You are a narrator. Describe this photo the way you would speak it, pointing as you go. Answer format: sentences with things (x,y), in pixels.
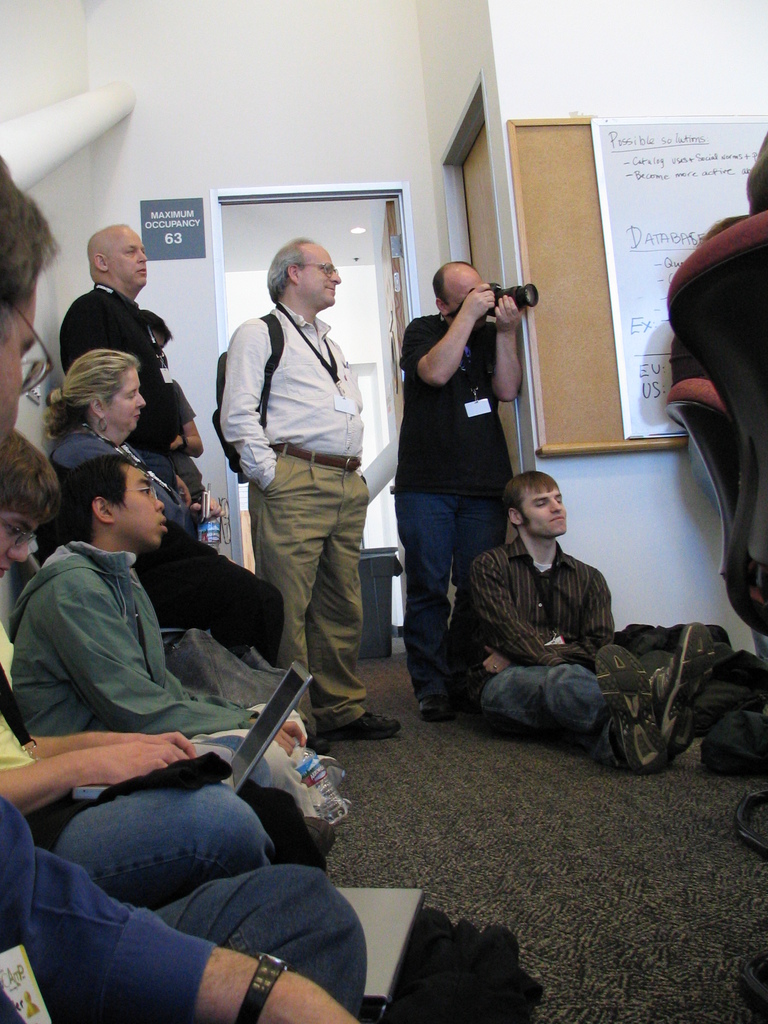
In this image there are persons (213,703) sitting and standing. In the background (419,409) there is a man (437,405) standing and holding a camera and clicking a photo. On the right side (637,254) there is a board (648,239) with some text (644,239) written on it which is white in colour. In the background (187,166) there is a wall (203,159) and on the wall (180,198) there is a board (179,253) which is grey in colour with some text (168,239) written on it. On the right side (719,456) there are chairs (723,413).
